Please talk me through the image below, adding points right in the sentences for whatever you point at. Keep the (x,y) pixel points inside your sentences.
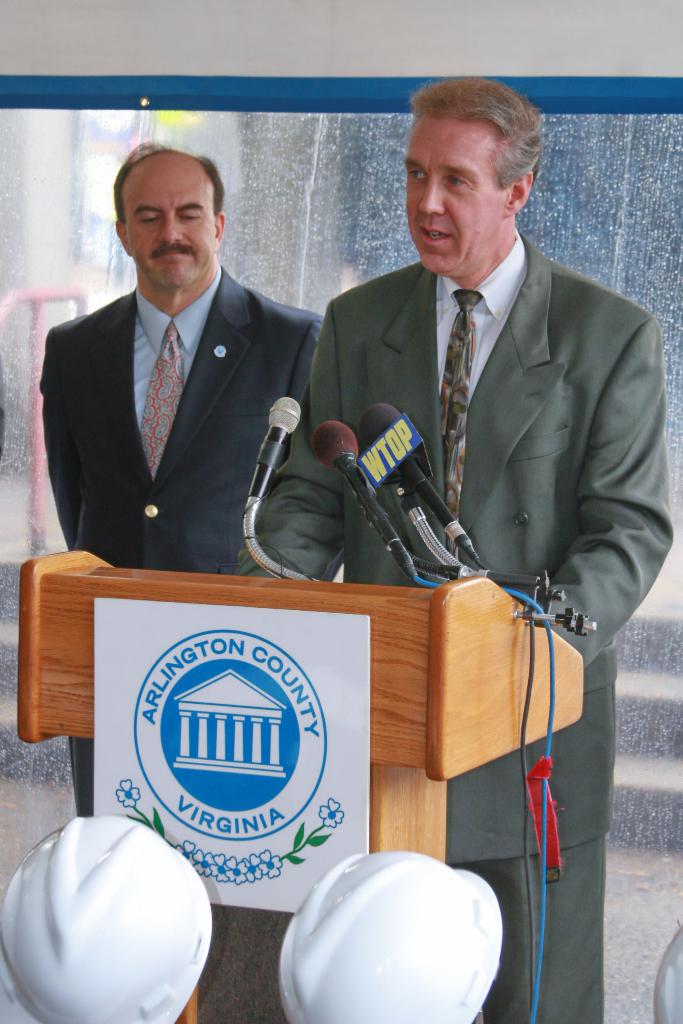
In this picture I can observe a person (452,412) standing in front of a podium (375,628). I can observe mics (268,483) on the podium (393,620). Behind the person (377,341) I can observe another man (131,378) standing on the floor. They are wearing coats (326,398). In the bottom of the picture (165,907) I can observe two white color helmets (165,907).
